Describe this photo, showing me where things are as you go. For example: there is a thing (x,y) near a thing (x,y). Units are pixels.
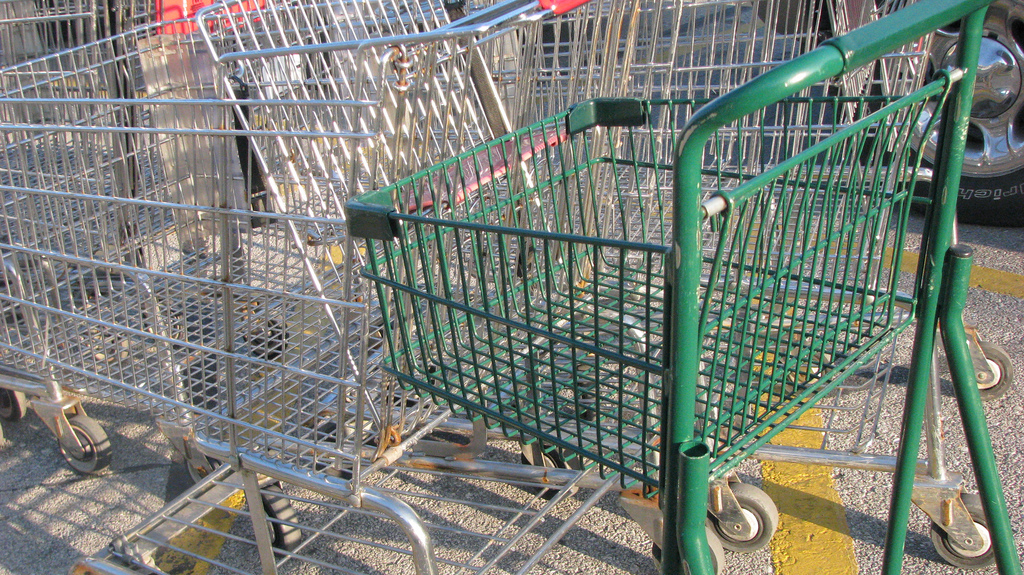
This image is taken outdoors. At the bottom of the image (67,518) there is a road (615,542). In the middle of the image (348,382) there are a few trolleys (348,382) on the road (73,508). In the background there are two cars (1010,123) parked on the road (59,534).
